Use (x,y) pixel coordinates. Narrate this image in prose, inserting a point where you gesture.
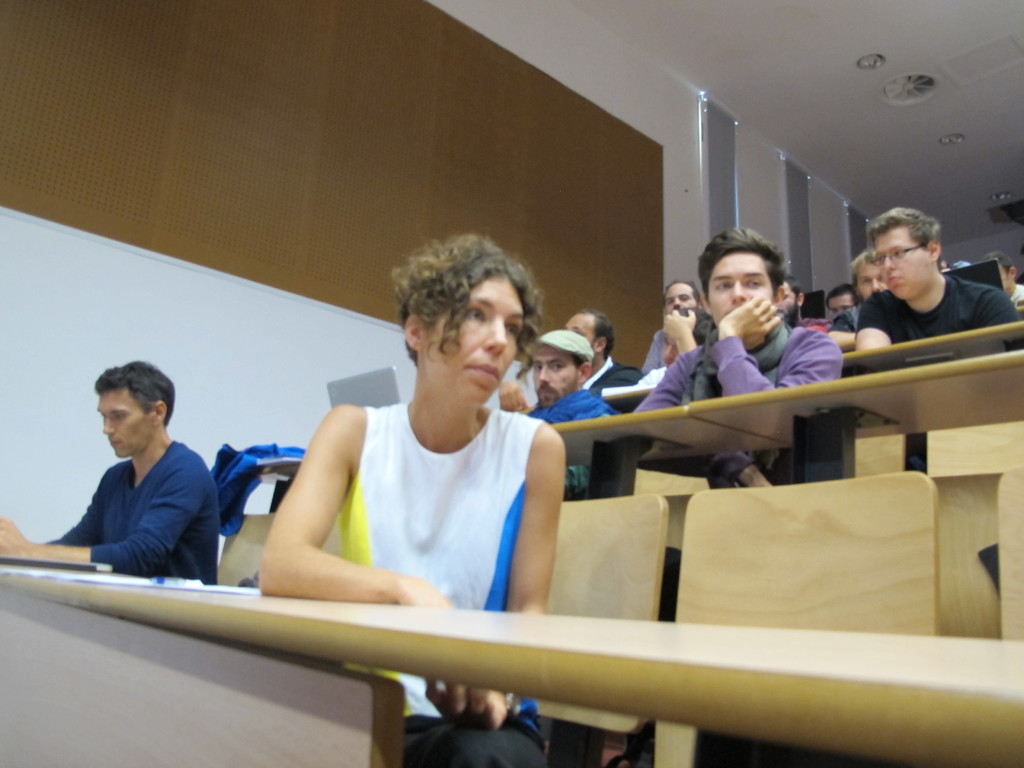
This picture shows a group of people (445,425) seated on the chairs (710,545) and we see tables (803,390) and a laptop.
